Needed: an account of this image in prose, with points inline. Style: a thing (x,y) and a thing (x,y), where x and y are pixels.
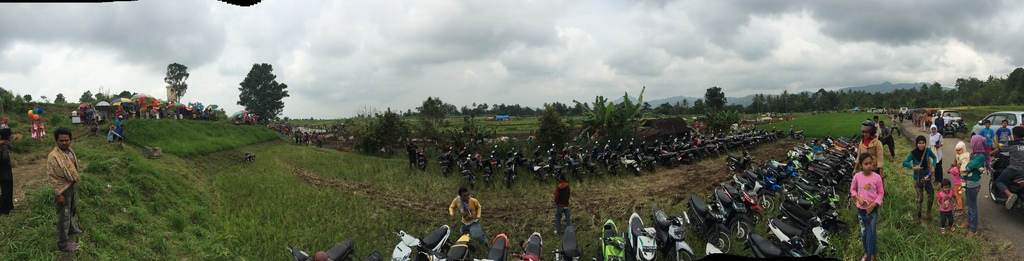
In this picture there is a view of the big ground (18,230). In the front (644,221) there are many bikes (690,141) parked in the ground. On the right side (950,199) there is a group of girls (877,162) standing and a giving pose. In the background (691,112) there are many trees (711,111). On the left side (101,104) we can see some small shops (156,112) with colorful umbrella sheds (162,112).
